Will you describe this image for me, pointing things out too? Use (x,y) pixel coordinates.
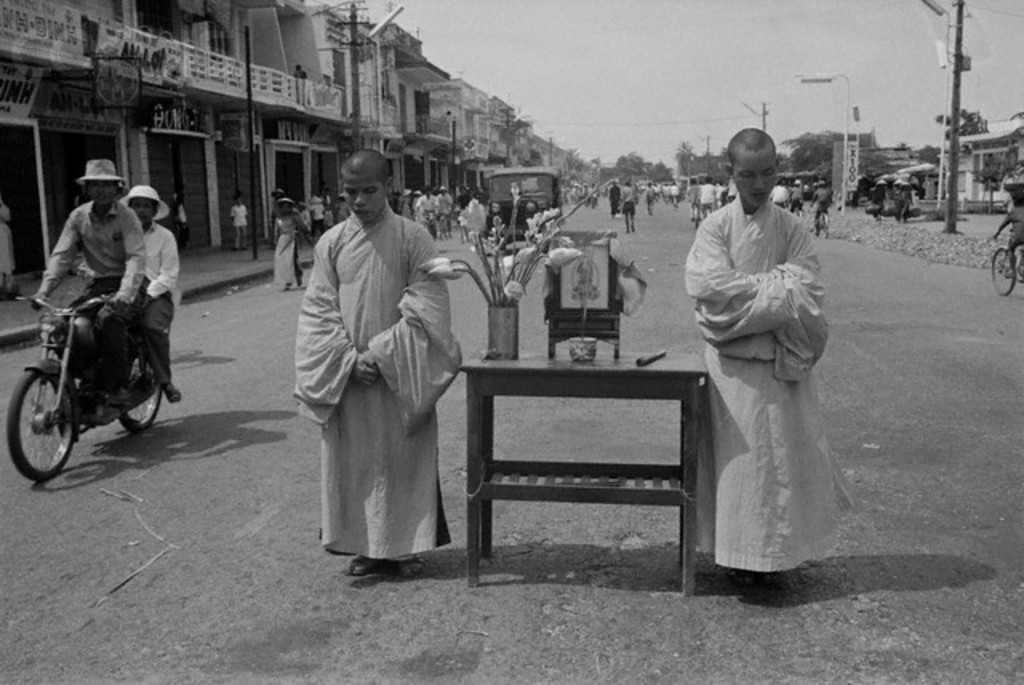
Here we can see two men (385,266) Standing and in between them there is a table (548,358) on which a flower vase (500,306) placed and beside them we can see two people (133,308) going on a motorcycle (45,357) and behind them we can see lots of people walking and going in there are buildings (210,137) all around here.
